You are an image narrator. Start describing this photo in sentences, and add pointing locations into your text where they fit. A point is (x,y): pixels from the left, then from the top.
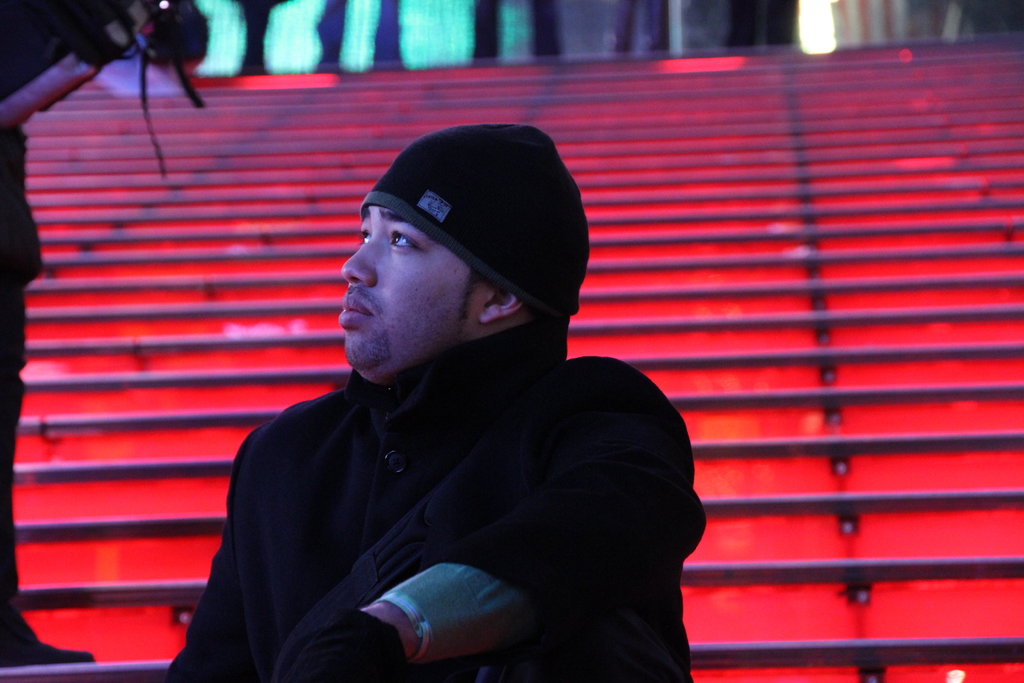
As we can see in the image there are stairs (150,525) and two people (295,553). The man (279,554) over here is wearing black color dress (431,484).
